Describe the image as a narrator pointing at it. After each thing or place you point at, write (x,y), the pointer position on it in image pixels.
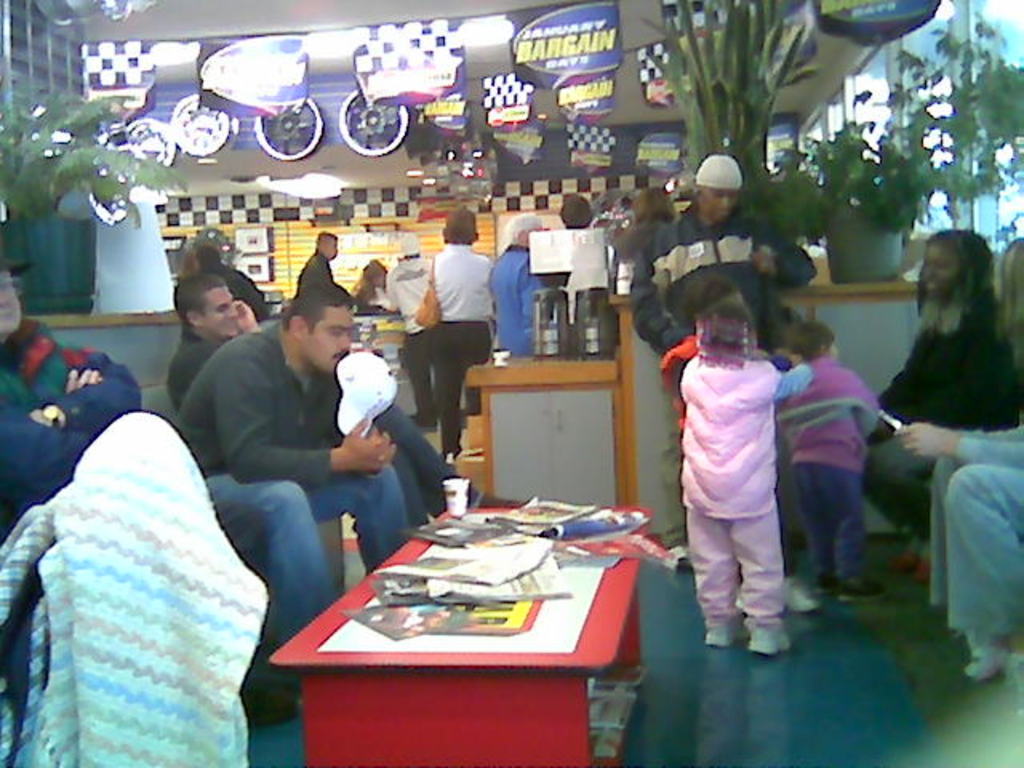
In a picture we can see a set of people (733,448) sitting on a chairs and some are standing in the background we can find a designer walls (650,134), paintings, trees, and some plants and also we can see a red colour table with some papers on it.
